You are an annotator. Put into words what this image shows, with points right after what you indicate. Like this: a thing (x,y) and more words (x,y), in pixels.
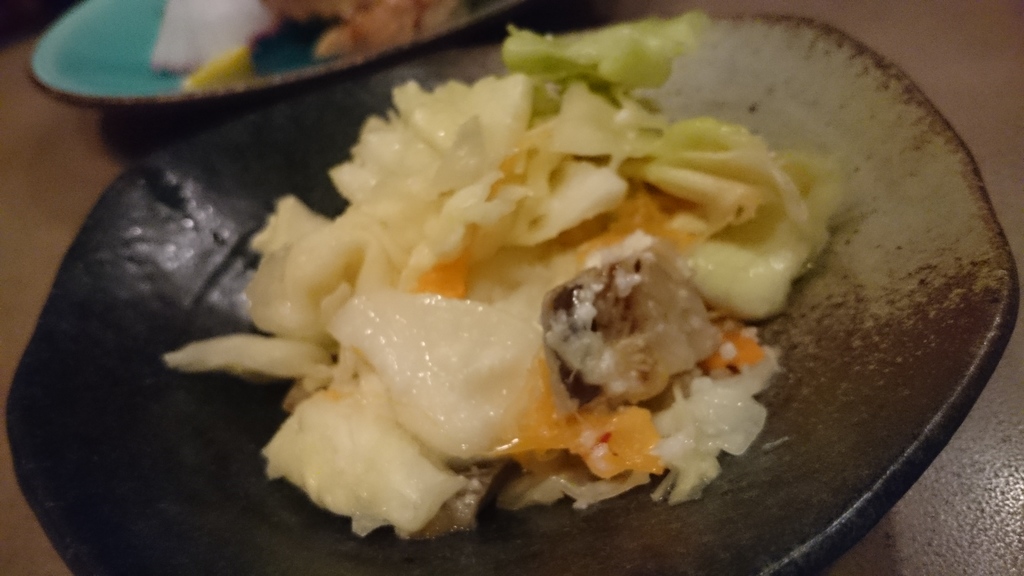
In this image there are plates (291,150) on the table (968,125). On the plates (479,69) there is some food (317,300).
